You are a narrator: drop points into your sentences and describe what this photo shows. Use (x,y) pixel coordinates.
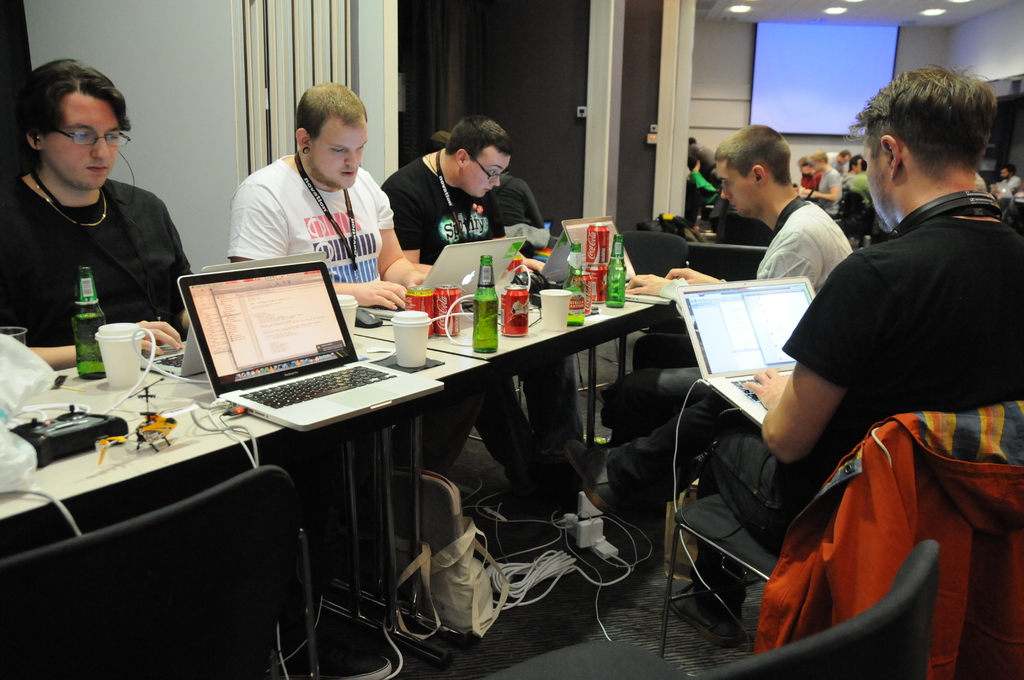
In this image we can see few people (438,190) sitting on chairs (866,205) and working on the laptops (334,287), on the table (491,356) there are few bottles (475,302), tins (438,297) and few other objects (102,422), under the table (138,414) there is a bag (446,565), a plug box (594,536) and wires (548,585) and there is a jacket (885,499) to the chair (734,539), in the background (828,72) there is a screen (774,90) to the wall (711,87) and lights (841,11) to the ceiling (874,7).
